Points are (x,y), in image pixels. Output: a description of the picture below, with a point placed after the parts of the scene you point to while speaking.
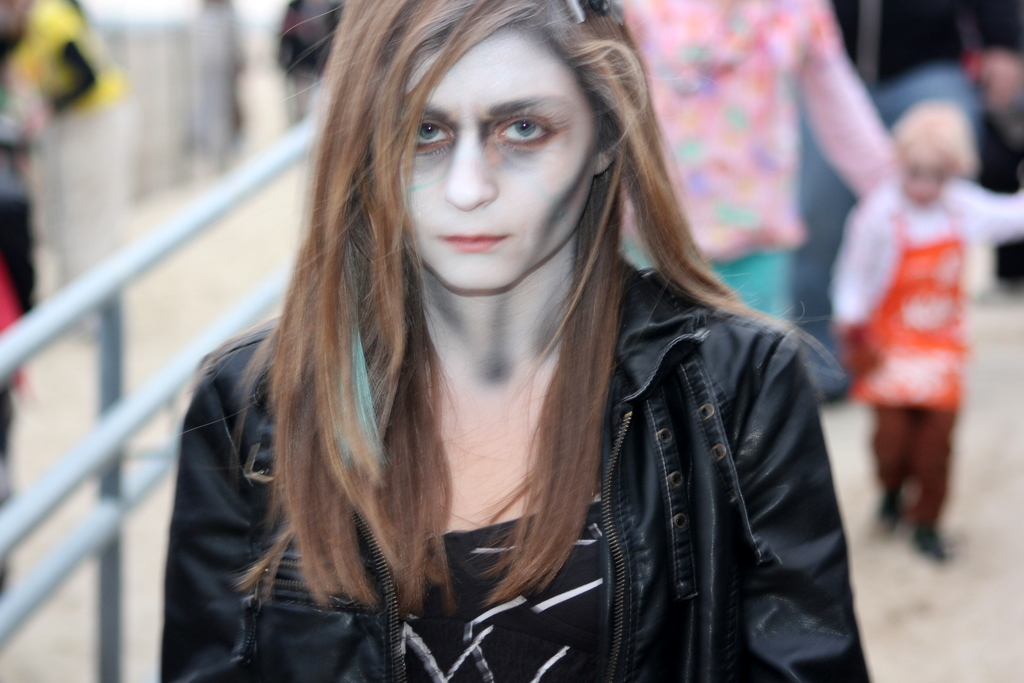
In the picture we can see a woman (283,638) standing in a black jacket (253,424) and behind her we can see two people (935,182) are walking and beside her we can see a part of the railing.
